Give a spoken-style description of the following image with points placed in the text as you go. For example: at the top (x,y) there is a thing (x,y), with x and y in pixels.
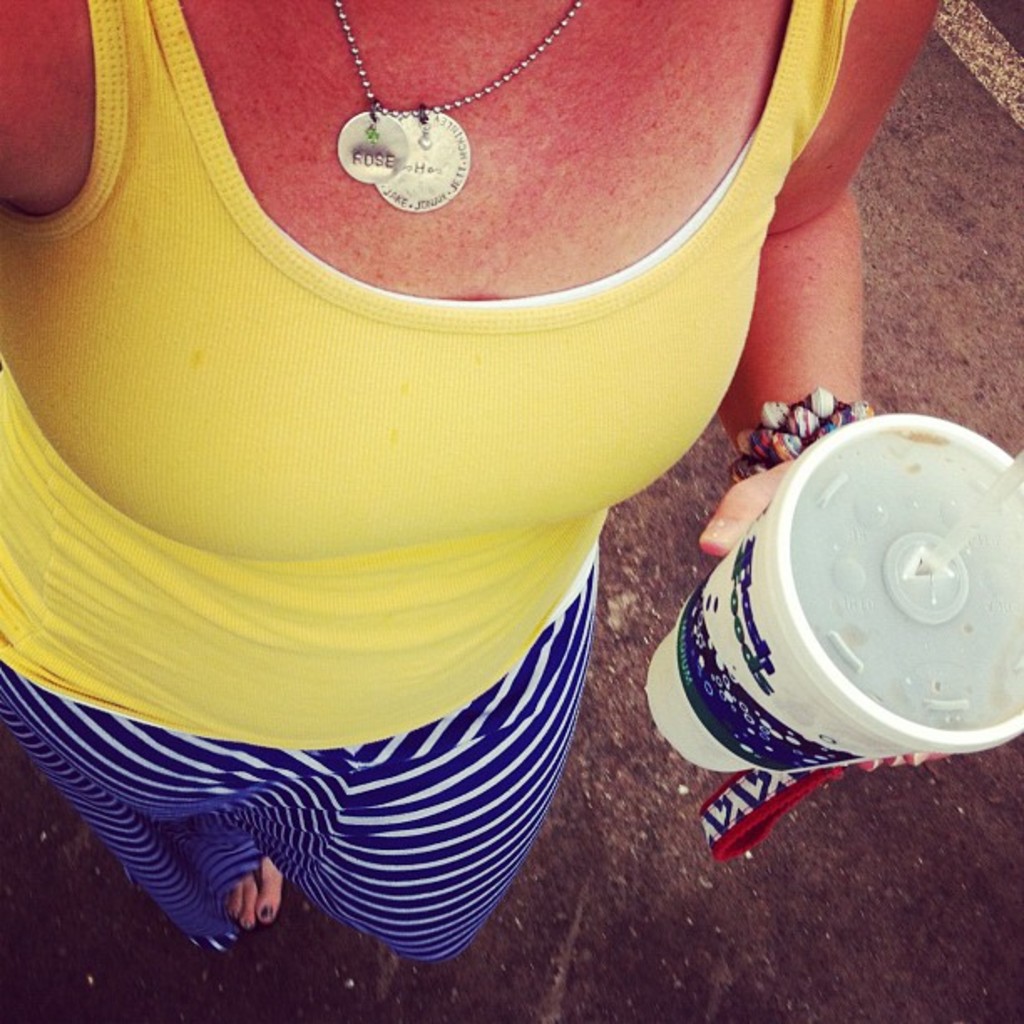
In this image, I can see a person (338,899) standing on the road (586,834) and holding a cup (787,686).
